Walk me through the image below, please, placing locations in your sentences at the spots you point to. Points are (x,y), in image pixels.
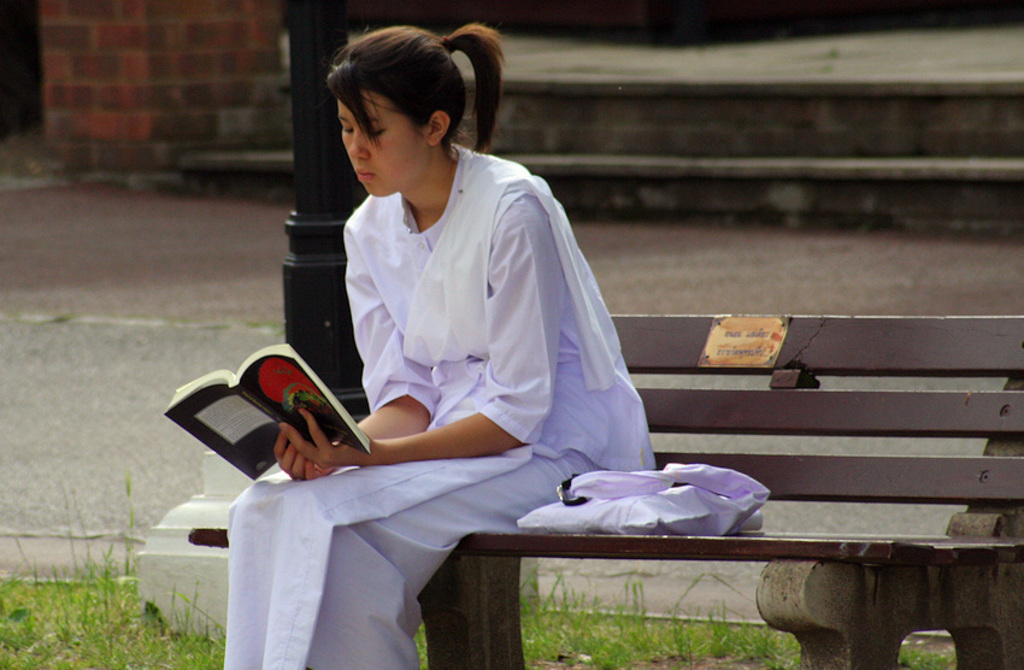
A woman (384,175) in white dress (466,261) is sitting on a bench (470,632) and reading a book (263,389). There is a white color bag (633,503) beside her. There is black pole (335,216) behind her. There is a road (189,259) and platform (877,107) in her background (560,56).
